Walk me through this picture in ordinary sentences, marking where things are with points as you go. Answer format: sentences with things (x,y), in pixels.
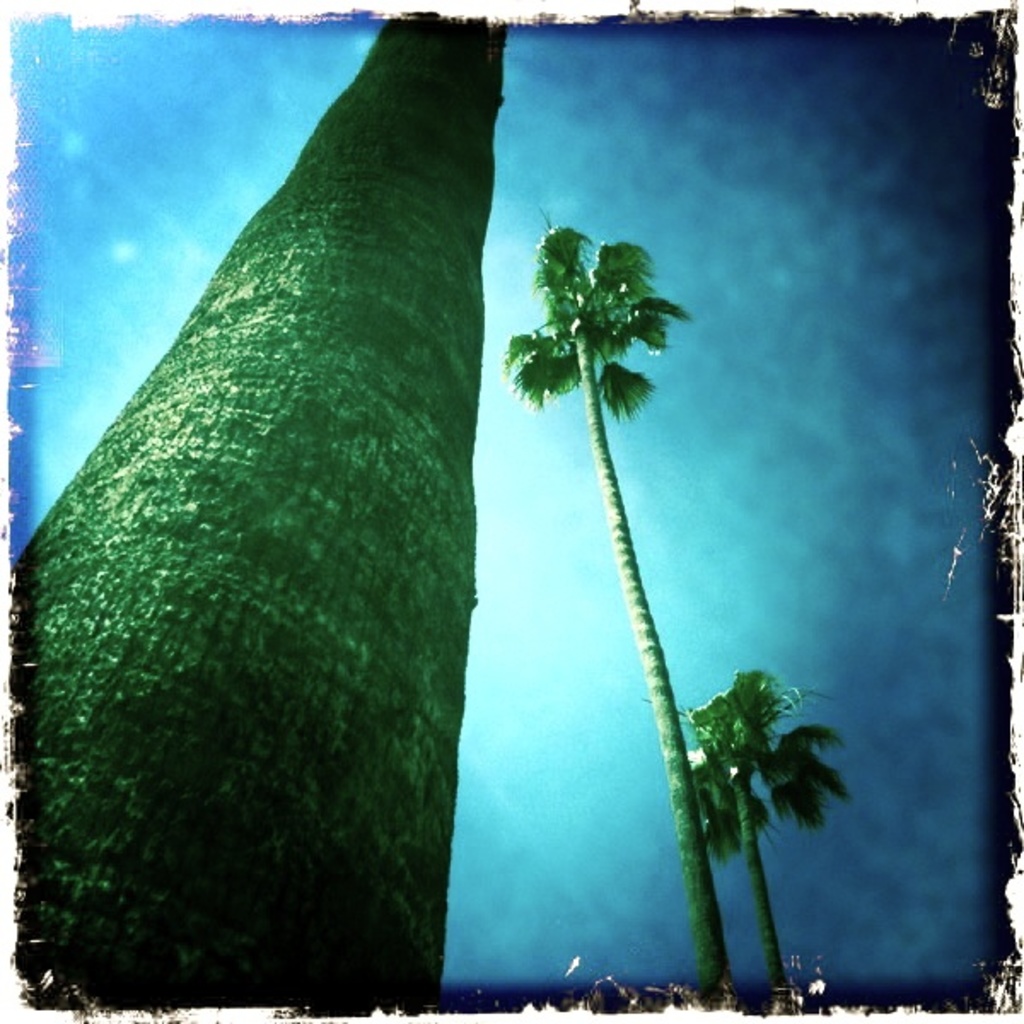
In the image I can see trees (446,551). In the background (531,493) I can see the sky (829,480).
